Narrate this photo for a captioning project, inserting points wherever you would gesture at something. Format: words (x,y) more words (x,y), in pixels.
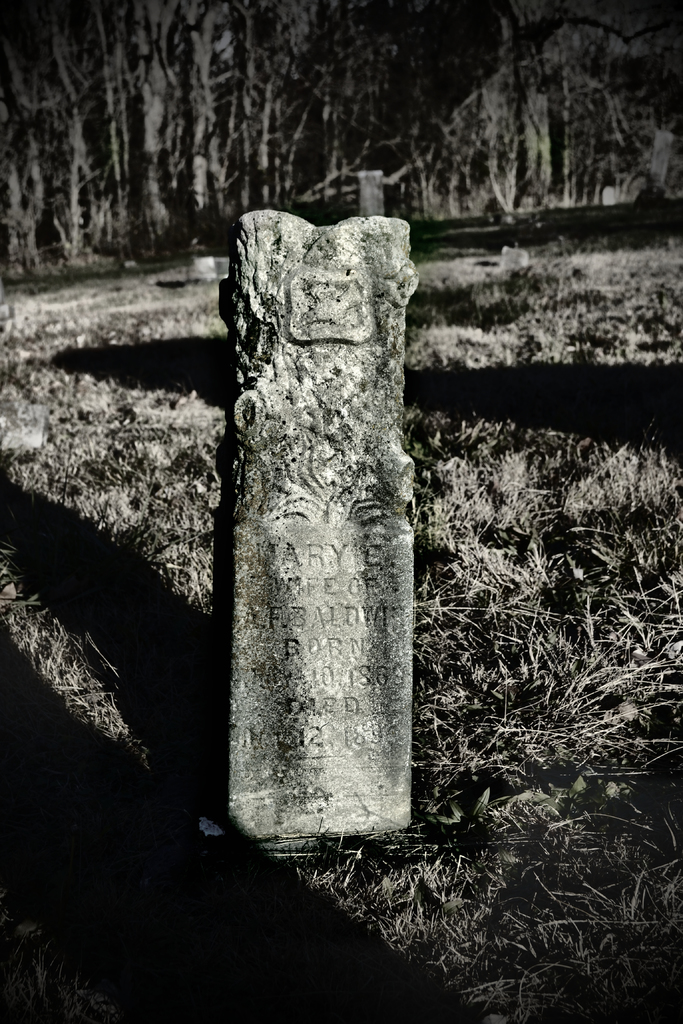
In this image I can see the memorial (293,522) and the grass (543,479). In the background (311,182) I can see many trees (226,218).
